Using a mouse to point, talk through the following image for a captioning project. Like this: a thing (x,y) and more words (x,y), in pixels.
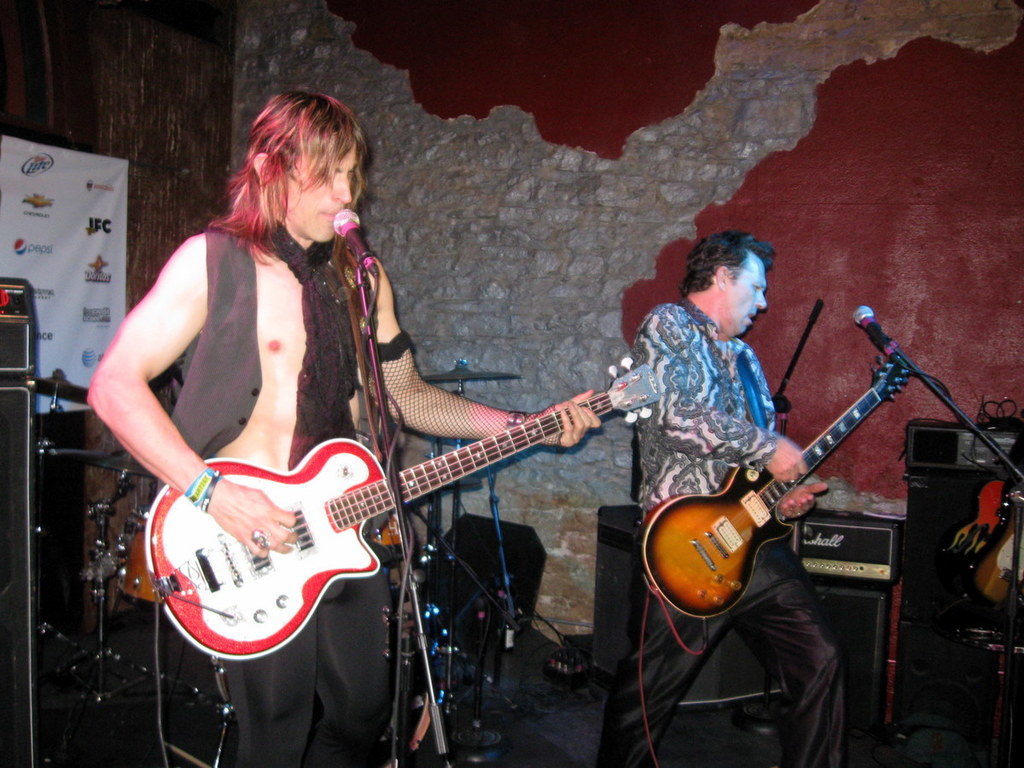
There are two men (666,417) in the picture, Playing guitar (358,481) in their hands (790,497). In front of them there are microphones (866,313). In the background (566,188) we can observe a wall (516,179) here and a flex (102,210) to the wall (67,104).
